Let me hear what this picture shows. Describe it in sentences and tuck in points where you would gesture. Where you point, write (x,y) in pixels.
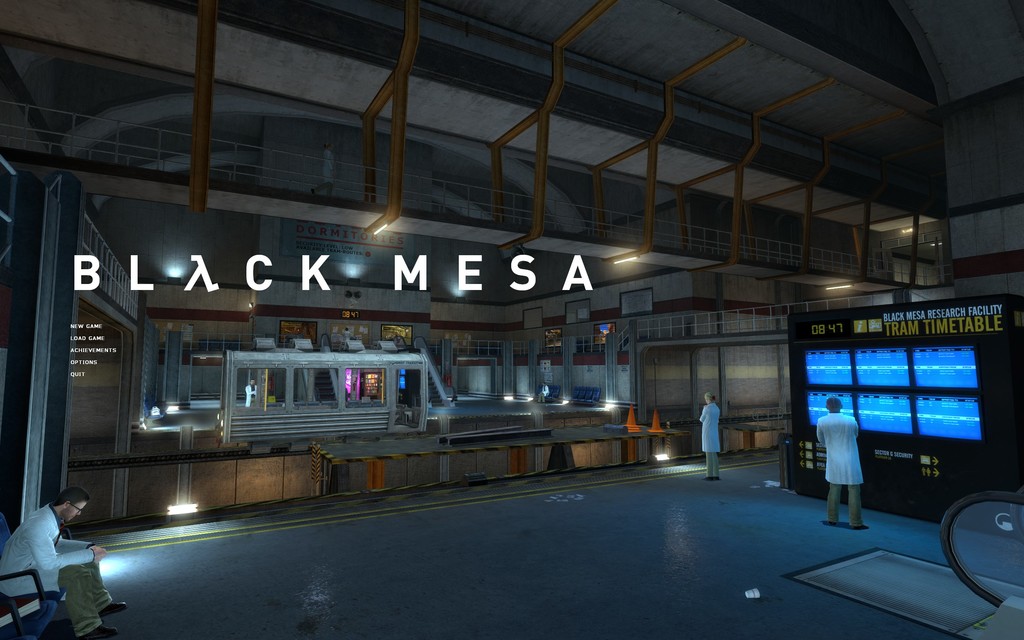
The image is taken inside the building (681,254). On the right side of the image (920,403) there are screens (917,404) and we can see people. At the top (393,191) there are pipes (205,93) and rods (393,191). In the center (357,237) there are stairs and we can see text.
